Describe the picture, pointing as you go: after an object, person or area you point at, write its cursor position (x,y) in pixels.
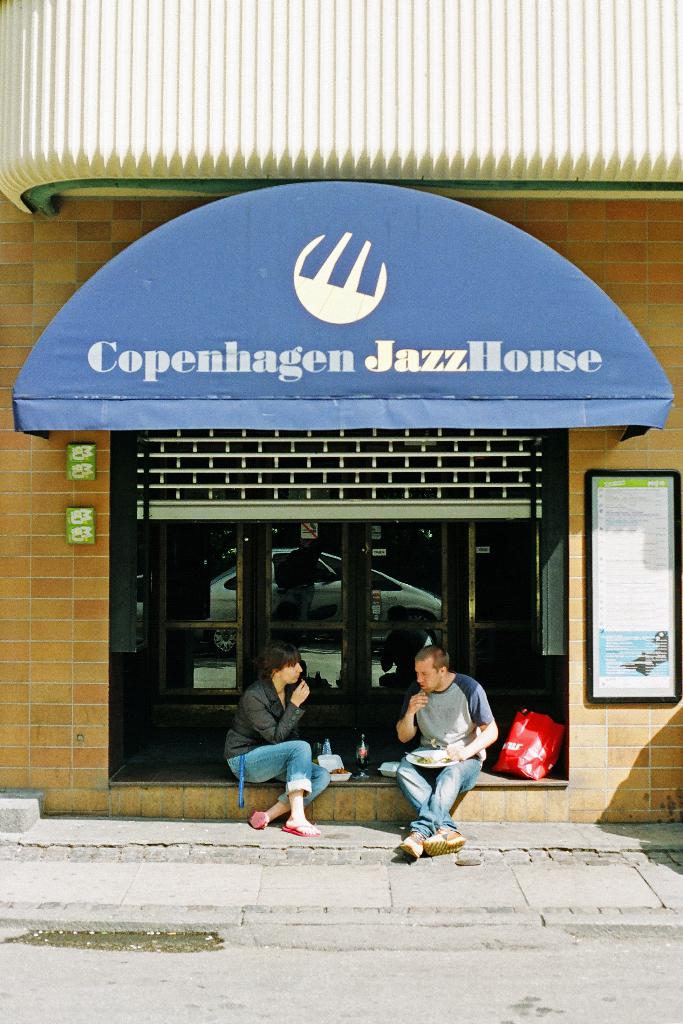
There are two persons (271,759) sitting in front of a store (351,759) and there are eatables (334,756) in front of them.
